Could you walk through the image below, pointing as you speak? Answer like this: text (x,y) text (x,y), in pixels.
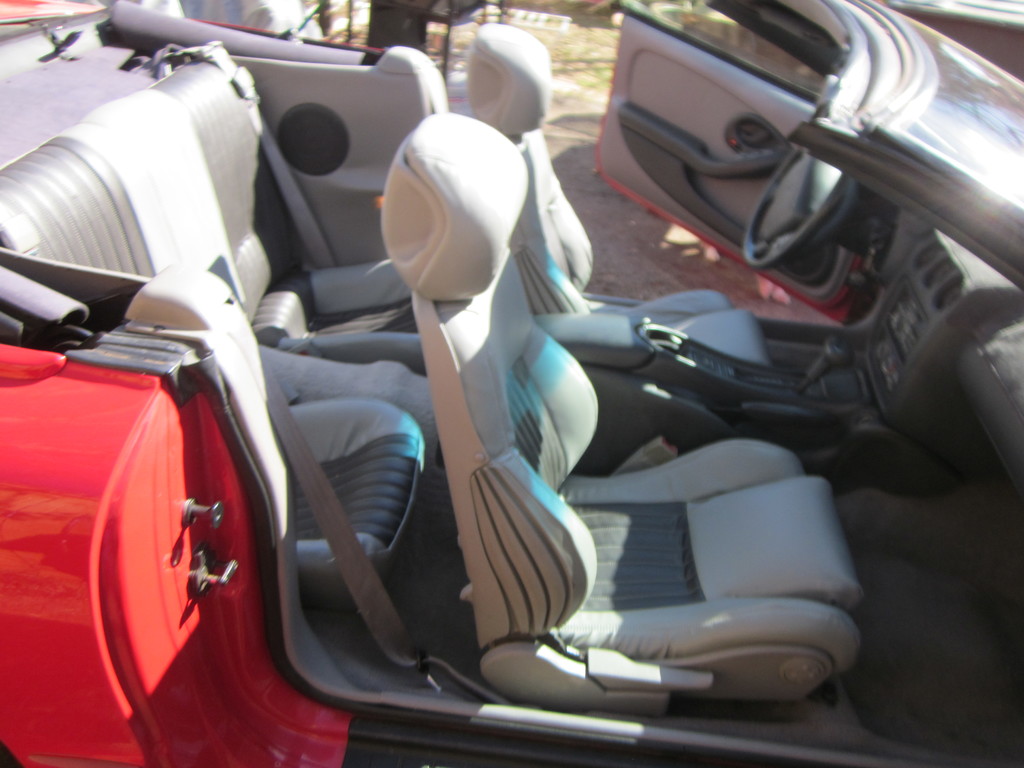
In this picture there is a car (514,429) which has few seats (395,335) and steering (746,241) in it.
